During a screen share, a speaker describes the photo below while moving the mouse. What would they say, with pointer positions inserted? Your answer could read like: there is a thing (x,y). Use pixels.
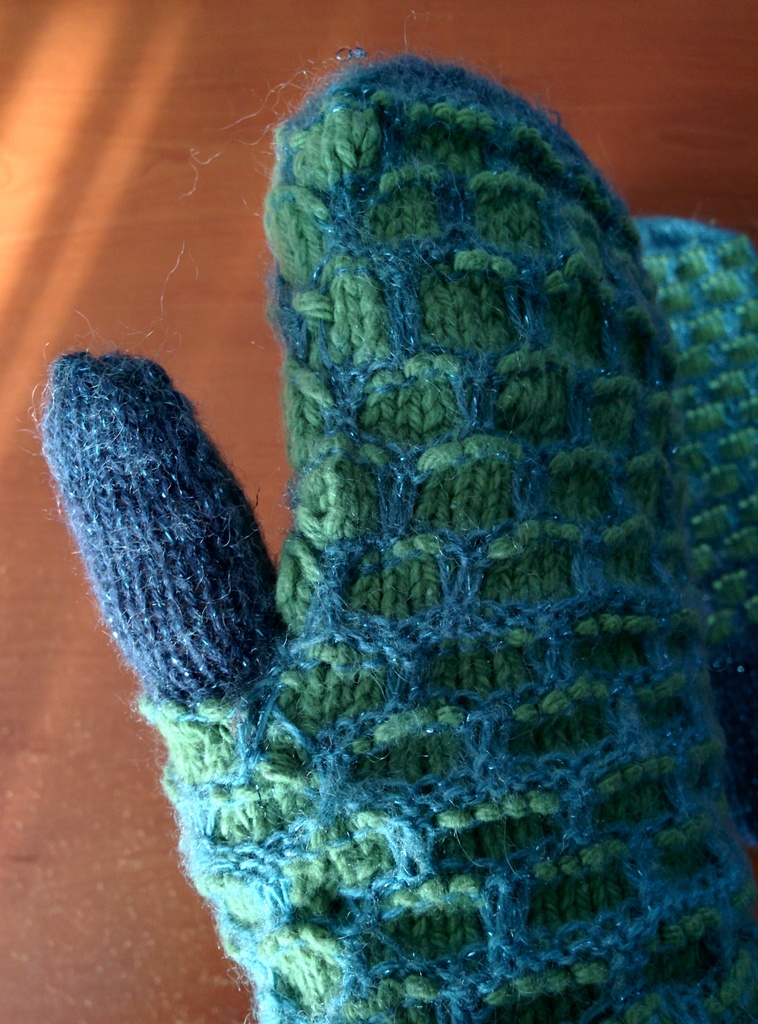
In this picture we can see a woolen cloth (386,839) and this is placed on a platform (84,907).
